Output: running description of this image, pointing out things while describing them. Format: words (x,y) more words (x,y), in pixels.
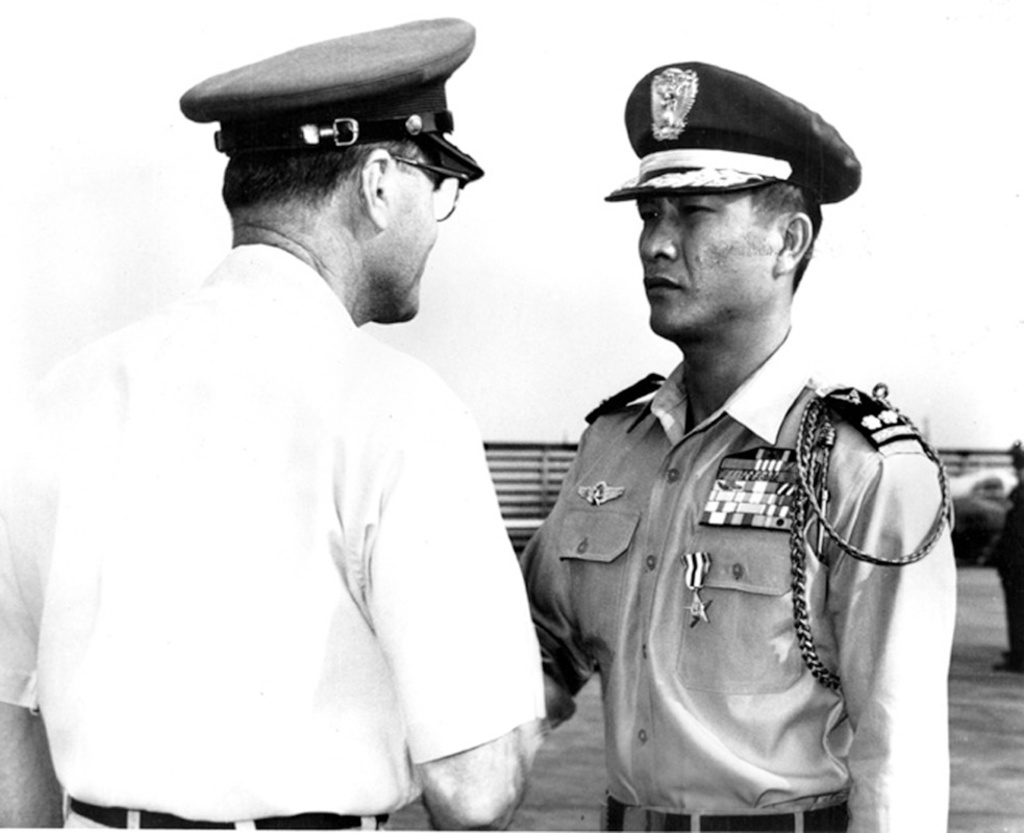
In the center of the image (646,535) we can see people (691,290) standing. They are wearing caps (420,111). In the background (557,453) there is fence (556,481).
